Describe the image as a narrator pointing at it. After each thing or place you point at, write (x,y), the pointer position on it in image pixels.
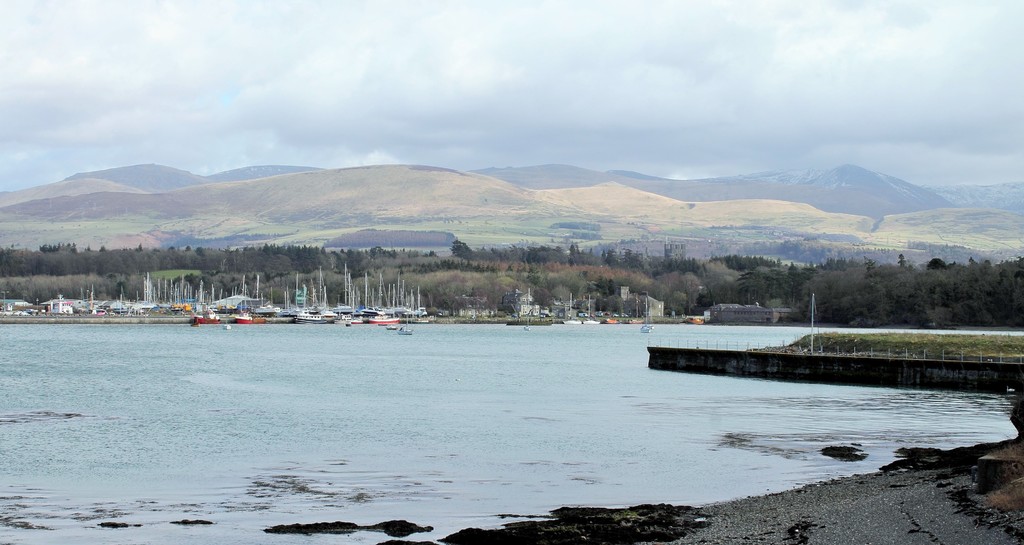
In this image, we can see some trees (576,282). There are boats (402,308) floating on the water (580,352). There are hills (510,173) in the middle of the image (393,191). There is a sky (493,48) at the top of the image (507,50).
